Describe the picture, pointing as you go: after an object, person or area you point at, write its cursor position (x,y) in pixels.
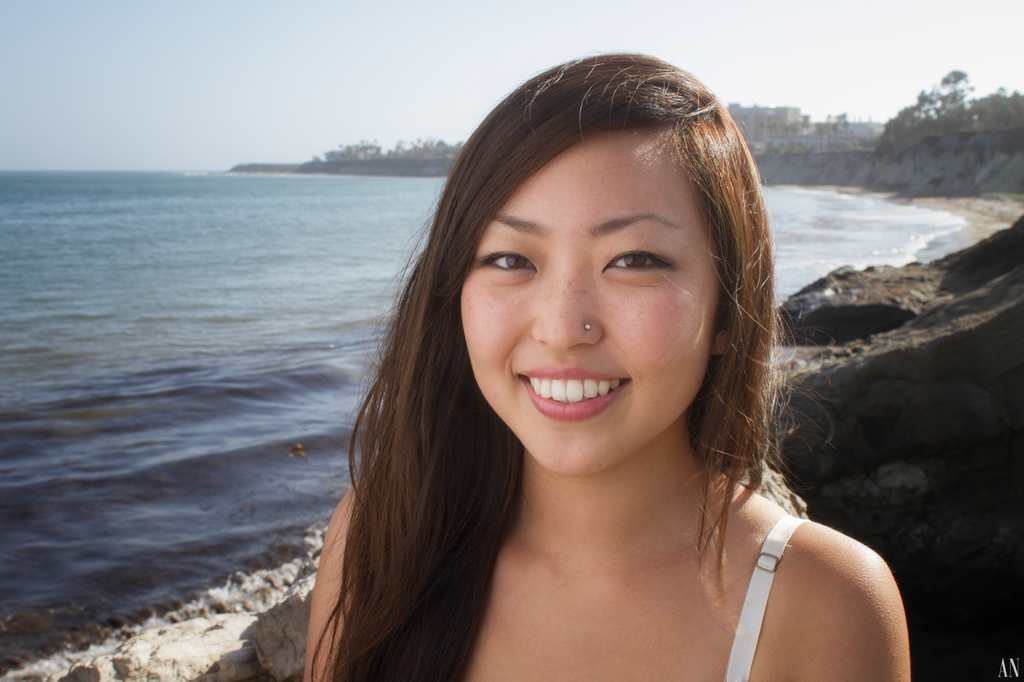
In this picture there is a woman (571,567) smiling and we can see water (242,542) and rocks (922,440). In the background of the image (950,99) it is blurry and we can see trees (943,111), objects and sky (472,105).
